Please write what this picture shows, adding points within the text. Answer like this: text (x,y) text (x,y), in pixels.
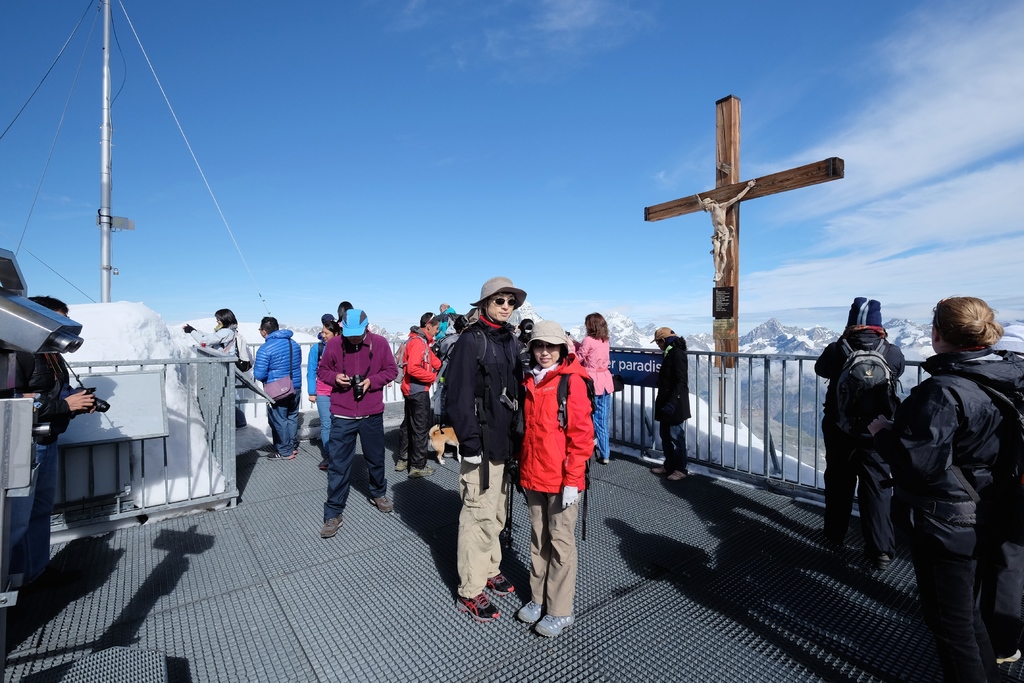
This image consists of so many people (462,438). There is a statue (727,268) of Jesus Christ (723,232) on the right (721,247). There is sky (533,57) at the top (711,73). There are some people (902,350) who are clicking the pictures.
